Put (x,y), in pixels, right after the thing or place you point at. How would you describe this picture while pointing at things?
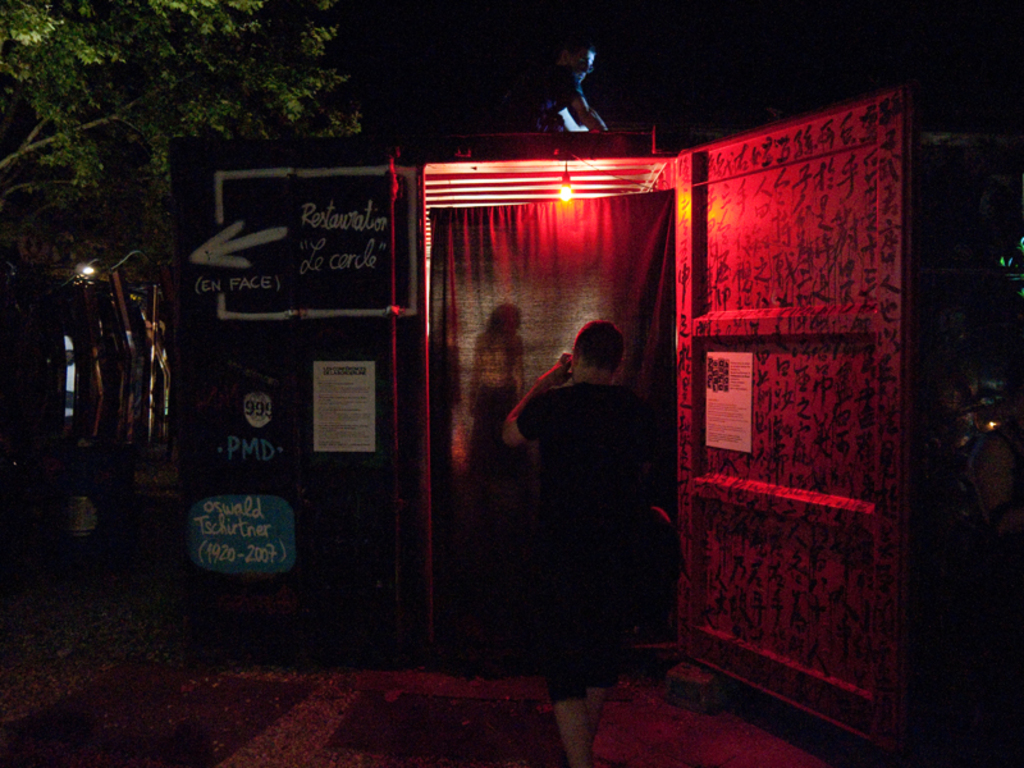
In this image we can see a person (550,399) standing the door (692,411). We can also see a curtain (522,321), light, trees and a person (553,124) on the roof (566,149).
